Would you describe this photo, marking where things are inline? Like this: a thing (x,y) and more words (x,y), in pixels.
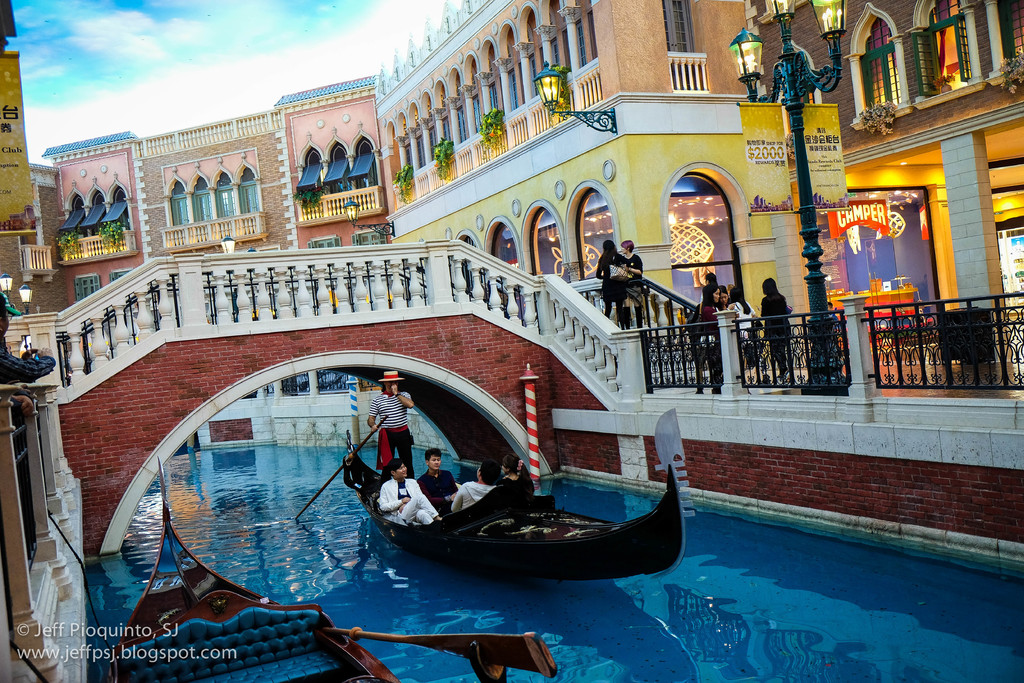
There is a boat (477,527) a group of persons (447,494) sitting on it and a person (395,440) rowing a boat (602,558) by crossing the bridge (373,300) and at the background (291,198) we can see a building (255,200) with sun shades (365,172) and windows (84,288) on top of building (87,167) sky (199,39) with clouds (303,68) and left side (6,372) we can see a person (27,371) capturing a image on right side (740,315) we can see a group of persons (624,261) standing and looking at the building (653,247) and we can see a pole (805,171) with lamp (821,4) and water (732,600) where the boat (484,560) is rowing.
